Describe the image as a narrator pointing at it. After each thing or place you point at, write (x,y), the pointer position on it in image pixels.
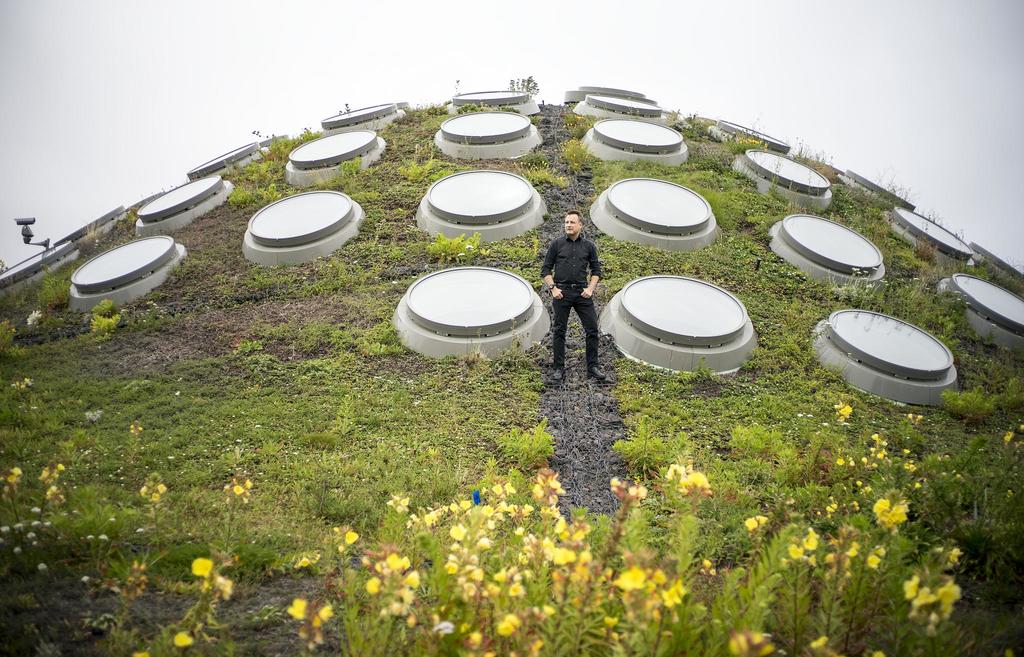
In the image there is a man (557,314) standing on a grassy slope (504,353) and around him there are many grey color objects (681,213) and in the front (205,537) there are few flower plants (757,517), the flowers (230,499) are of yellow color.
